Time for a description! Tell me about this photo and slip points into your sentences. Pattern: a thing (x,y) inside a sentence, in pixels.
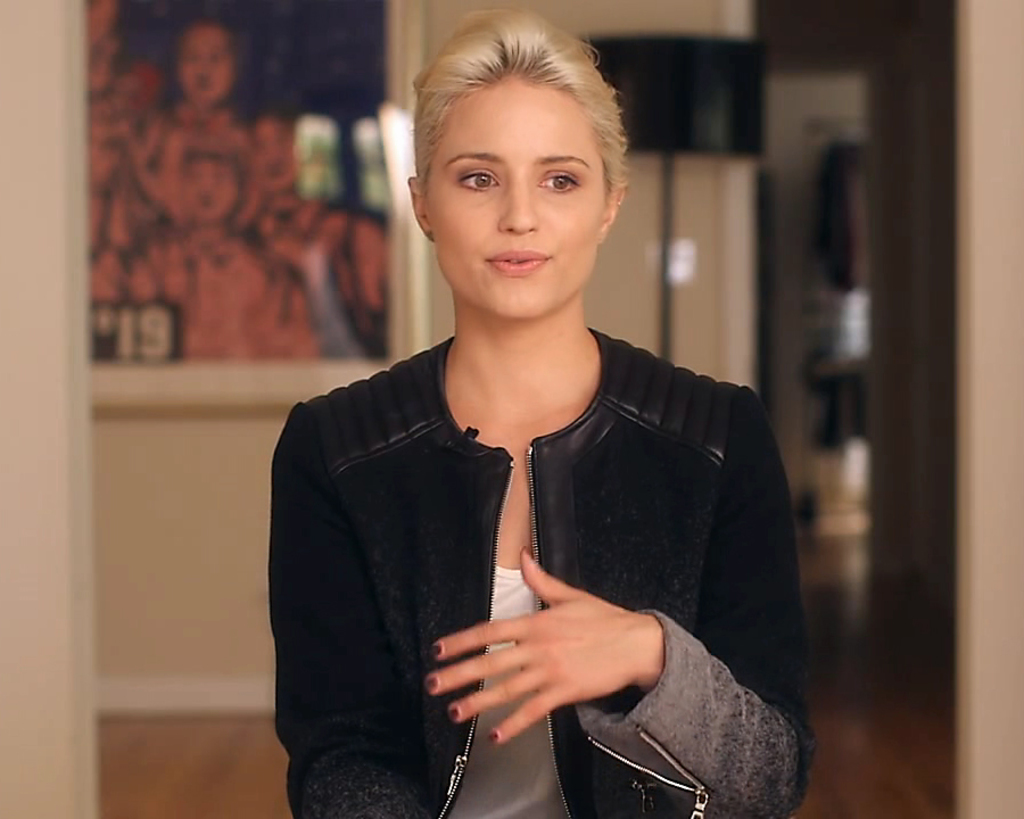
In the image we can see a woman (664,483) wearing clothes (687,497) and this is a lamp (642,106), frame (249,214) and a floor (183,756).
